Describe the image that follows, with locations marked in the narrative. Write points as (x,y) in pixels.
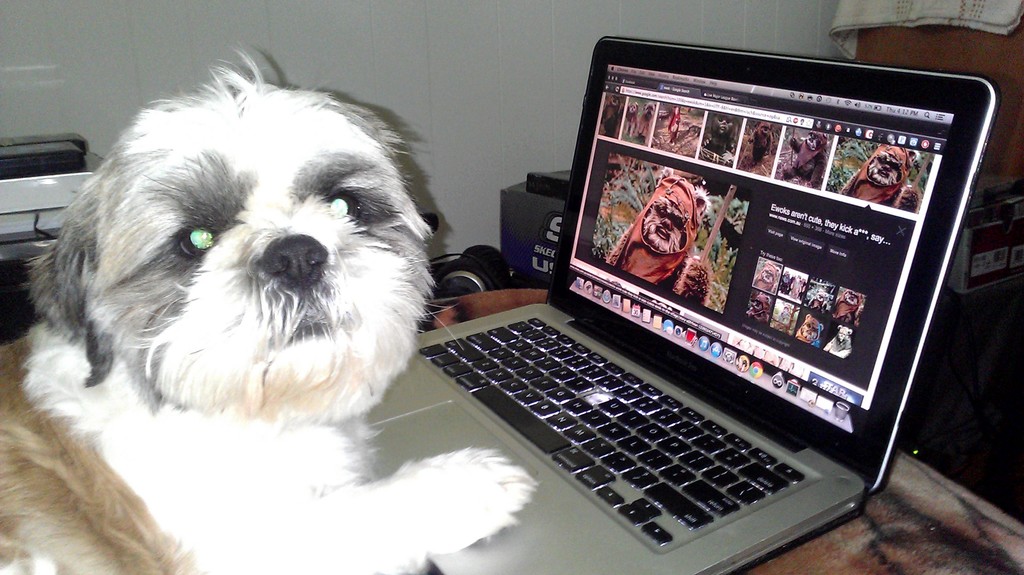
In this picture I can see a dog (157,235) in front (235,157) and I can see a laptop (662,212) on the right side of this picture (752,236) and on the screen (741,253) I can see few pictures (778,172) of animals (693,226). In the background (29,141) I can see the wall (30,119) and few things (26,153).
